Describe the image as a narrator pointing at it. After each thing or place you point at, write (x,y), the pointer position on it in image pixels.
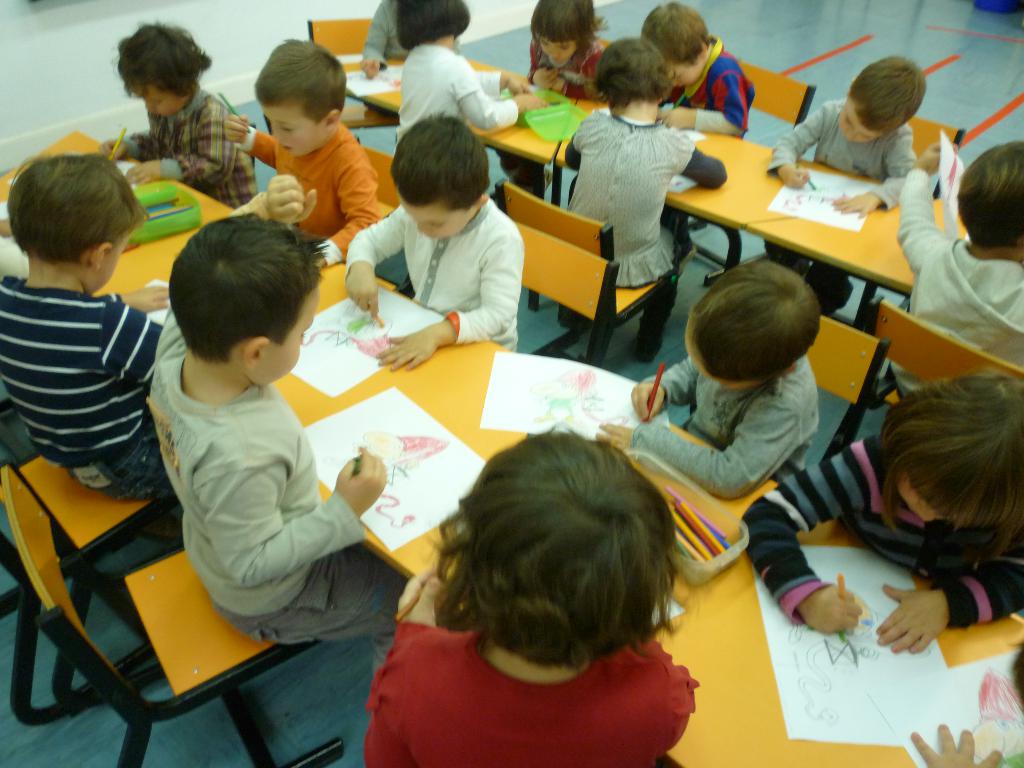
This is a picture of classroom. This is a floor (905,25). Here we can see all the students (720,334) sitting on chairs (563,284) in front of a table (154,262) and they are drawing with colour pencils (685,511) on a white paper (382,346). On the table (737,569) we can see box (726,558) of pencils (679,528).
